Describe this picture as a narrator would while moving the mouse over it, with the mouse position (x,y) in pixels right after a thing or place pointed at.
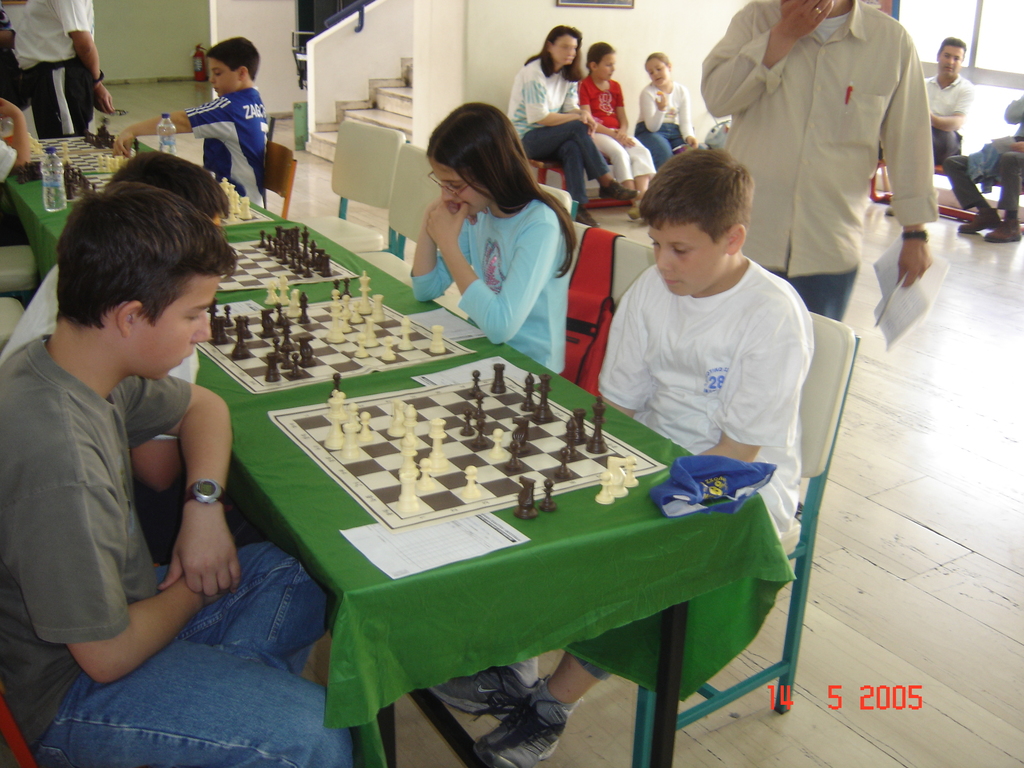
In this image on the left side (112,403) there are group of children (88,260) who are sitting on a chair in front of them there is one table (526,559). On that table (540,568) there are some chess boards (249,261) and bottles (165,150) are there it seems that they are playing chess. On the right side (942,50) there are a group of people (956,49) who are sitting on a chair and on the right side (822,168) there is one man (817,153) who is standing and on the center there are some stairs (363,106).
